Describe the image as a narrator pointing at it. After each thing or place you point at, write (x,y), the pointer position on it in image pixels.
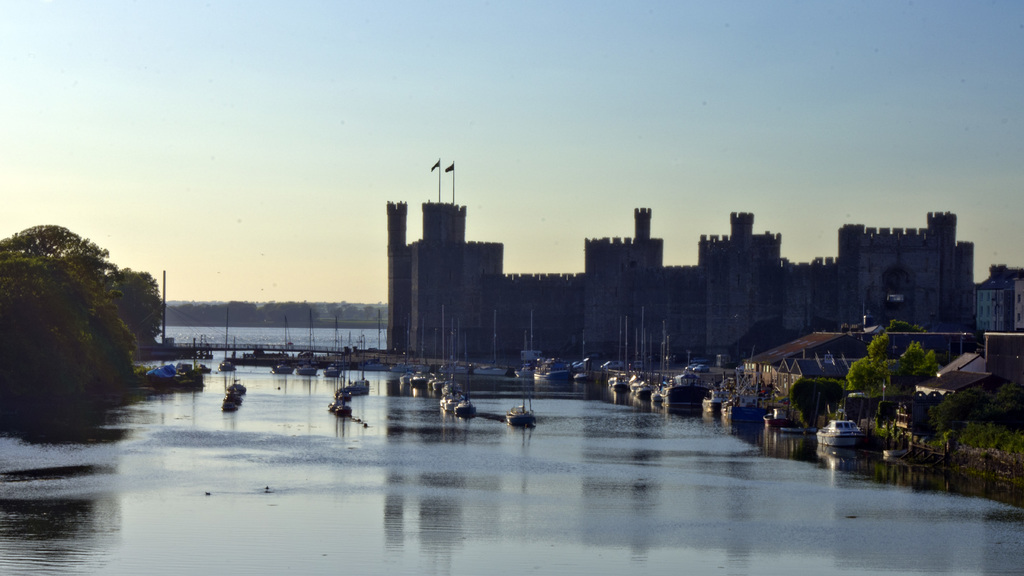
In this image we can see buildings (595,312). Bottom of the image (358,493) sea (203,512) is there. Right side of the image (970,417) trees (970,417) and boats (768,418) are present on the surface of the water (638,436). Left side of the image (42,291) trees (12,308) are there. The sky (105,102) is in blue color.
